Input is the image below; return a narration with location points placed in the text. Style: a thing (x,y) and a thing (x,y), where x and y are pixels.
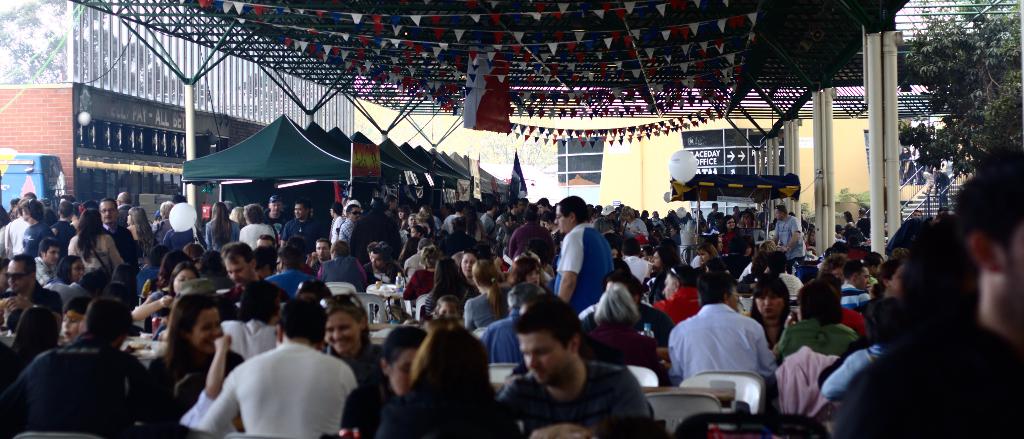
There are many people (510,302) sitting on the chair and we even find many tables (668,389). I think they are having their food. We even see many green color tents (339,162). The man (564,263) in the middle (579,265) with blue and white t-shirt (589,248) is talking. We can see a tent (710,188) with blue and yellow color on which balloon (679,171) is attached to it. At the left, we see man (785,240) with grey t-shirt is talking to woman (740,233) with black t-shirt (740,239). To the rightmost (959,173), we see staircases (950,187) and also the trees (948,93). Behind that we see a building (857,138) and to the most left, we see a building (21,123) with red color bricks (37,128). On the background (625,183), we can see a wall (635,171) which is yellow in color and a window (587,176). To the right of that window (600,144), we even find a sign board (720,135) on which some text (707,161) is written on it.
